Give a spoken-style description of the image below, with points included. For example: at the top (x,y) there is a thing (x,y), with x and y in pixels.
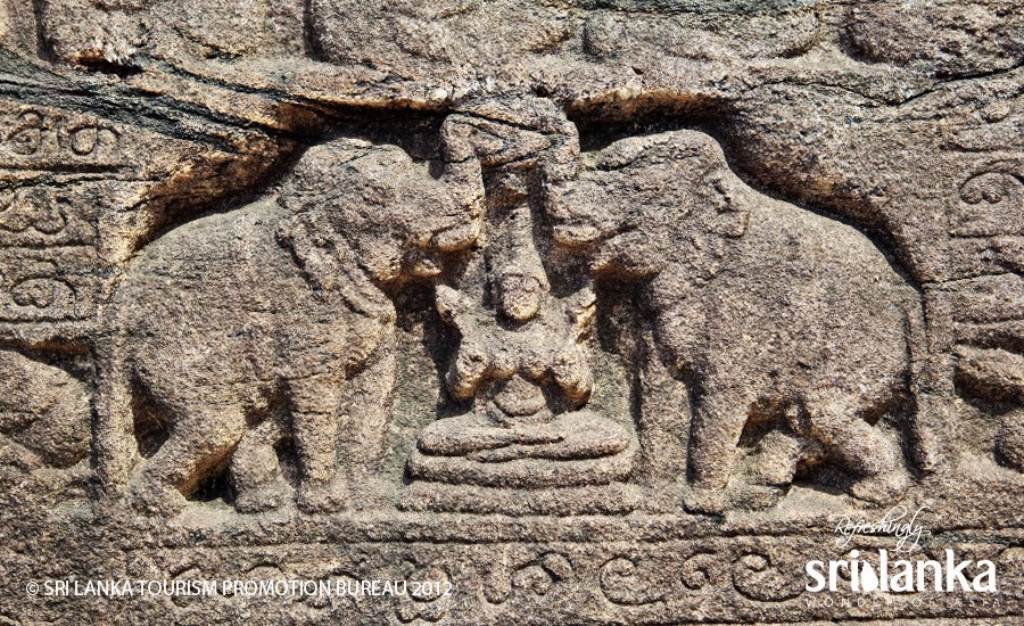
In the picture we can see a historical building wall (224,151) on it, we can see a goddess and besides, we can see two elephants (703,483) on it which is designed on it.
